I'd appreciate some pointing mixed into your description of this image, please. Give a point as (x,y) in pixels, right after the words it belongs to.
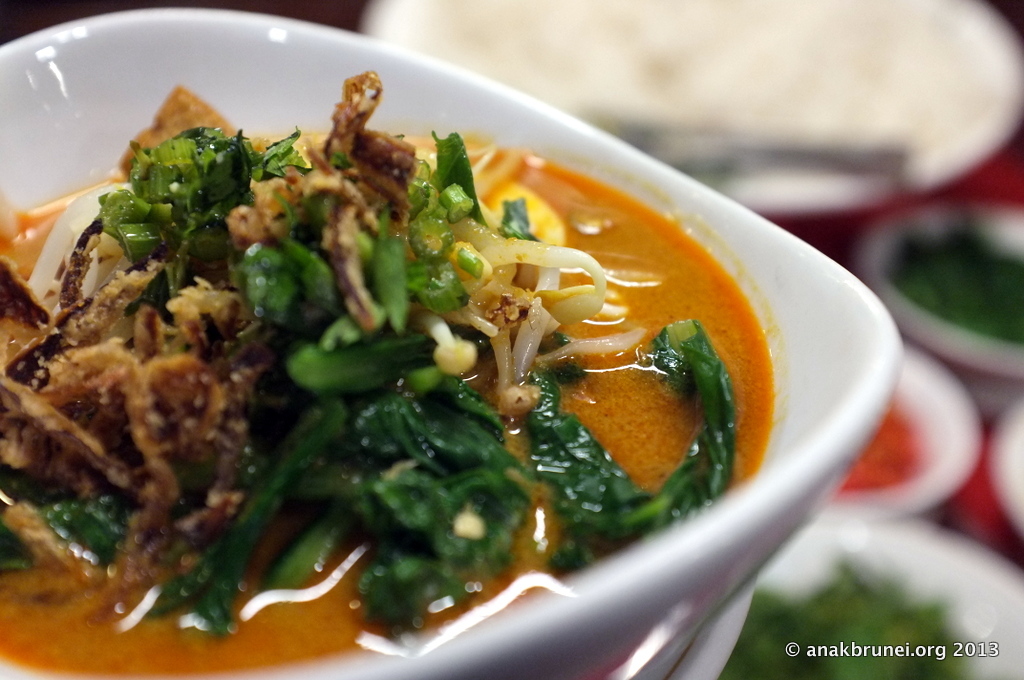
In this image I can see white colour plate (227,90) and in it I can see different types of food (376,375). I can also see few other things (931,255) in background (914,231) and I can see this image is little bit blurry from background (790,116). Here I can see watermark (916,649).
